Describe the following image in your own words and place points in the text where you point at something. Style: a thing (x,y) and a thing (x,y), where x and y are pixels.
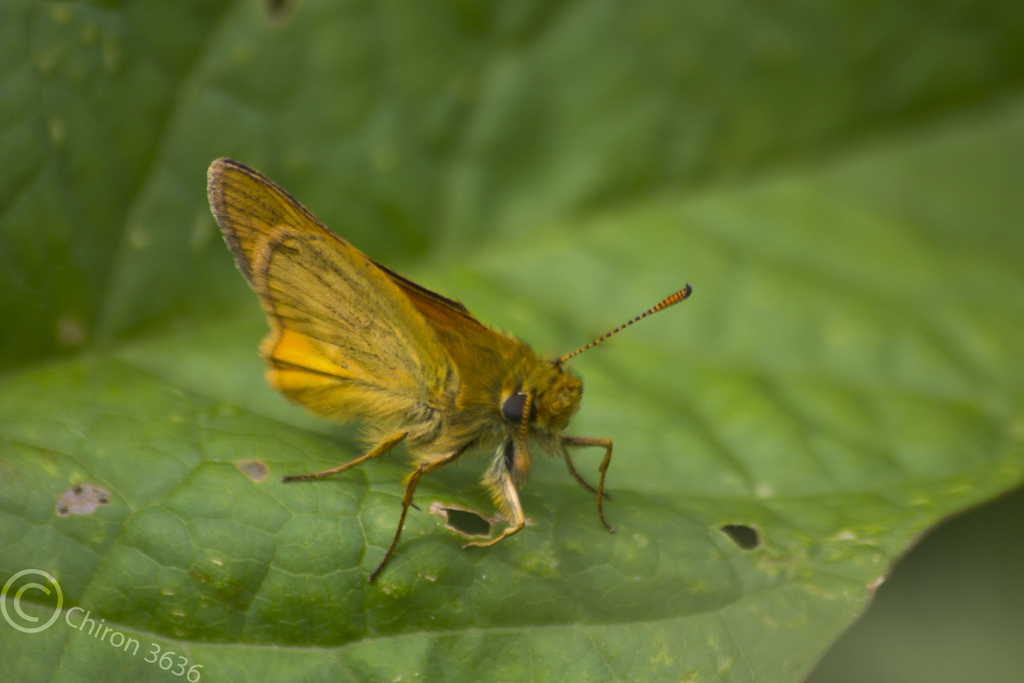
In this picture we can see an insect (479,378) on a leaf (351,493), where we can see a watermark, some text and some numbers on it.
